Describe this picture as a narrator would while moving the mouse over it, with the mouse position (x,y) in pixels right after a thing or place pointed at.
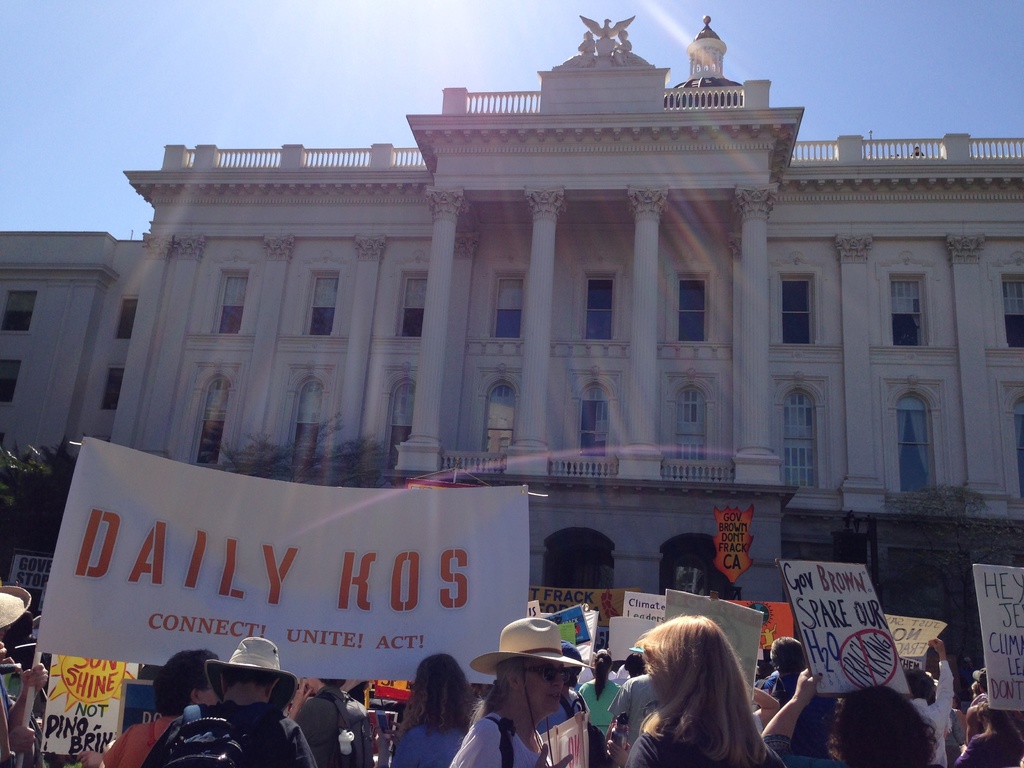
Here we can see group of people (666,708) and there are boards (674,596). In the background (167,428) we can see a building (640,357), pillars (659,203), windows (324,327), and sky (646,57).
